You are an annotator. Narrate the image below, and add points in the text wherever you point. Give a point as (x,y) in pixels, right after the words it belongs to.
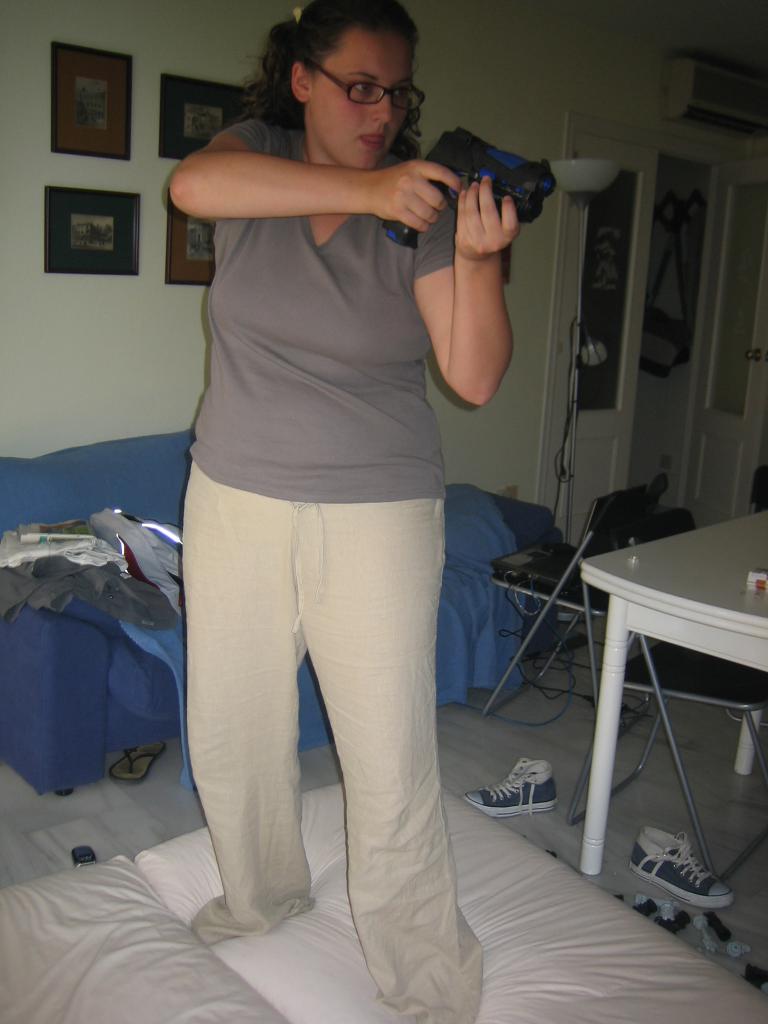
In this image I can see a woman (353,408) wearing a t-shirt (339,394) and standing on the bed (328,996) by holding a gun (452,161) in her hands (423,202). This is an image clicked inside the room (641,655). On the right side of this image (749,601) there is a table (734,642). At the back of her there is a blue color couch (99,666). In the background (117,96) there is a wall (34,189) and few frames (89,239) are attached to it.
